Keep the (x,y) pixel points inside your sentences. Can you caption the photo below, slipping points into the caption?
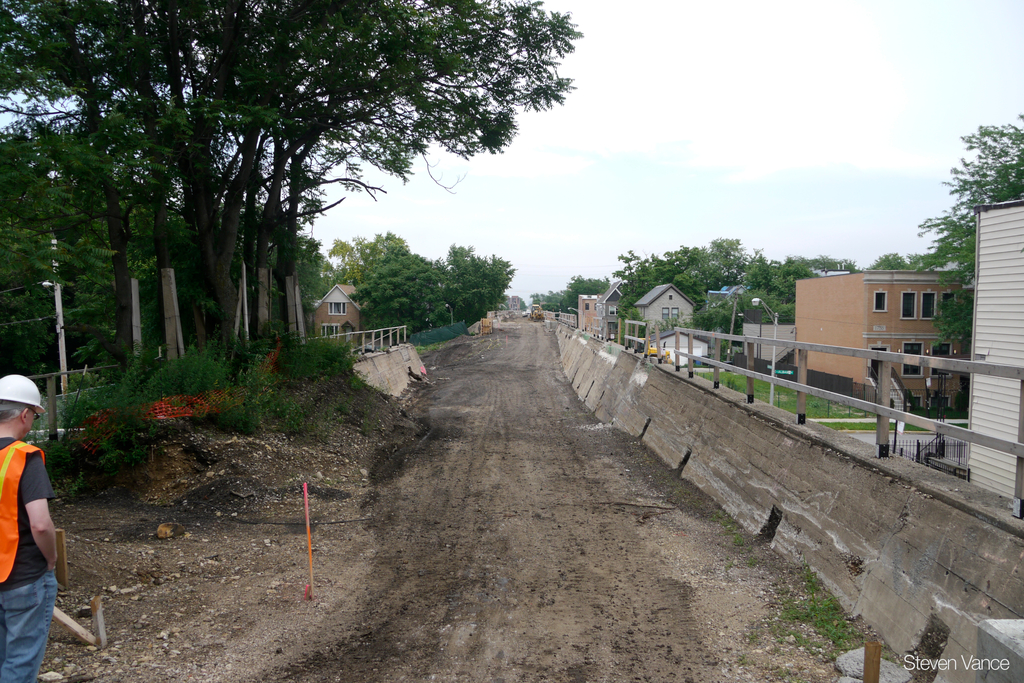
In this image in the front (40,501) there is a person (42,522) standing. In the background (268,253) there are trees (234,316) and there are houses (654,322), there are railings (793,385) and the sky (692,193) is cloudy and there is grass (794,408) on the ground (516,410). On the bottom right of the image (939,660) there is some text (949,662) which is visible.
